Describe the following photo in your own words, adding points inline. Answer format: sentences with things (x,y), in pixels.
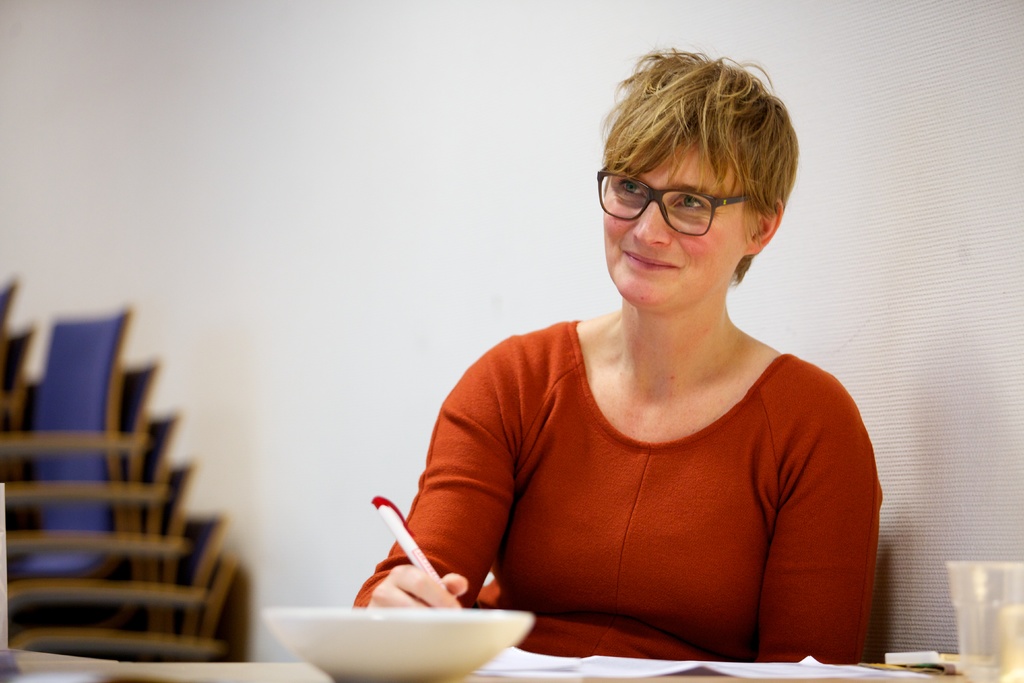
In this picture we can see a woman (760,380), she wore spectacles (619,213) and she is holding a pen (376,506), in front of her we can see a bowl (400,650), glass (963,582) and a paper (571,669) on the table (493,682), on the left side of the image (88,351) we can find few chairs (91,522).
